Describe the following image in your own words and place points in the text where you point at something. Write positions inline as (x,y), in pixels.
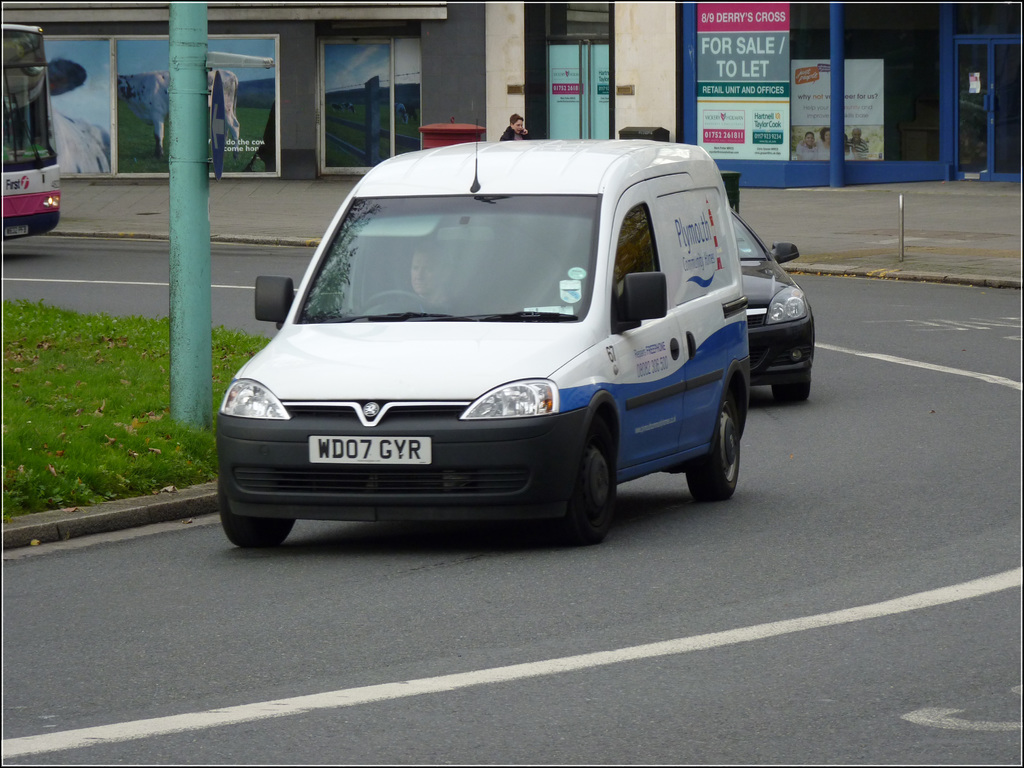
In this image I can see vehicles (600,405) on the road (460,556), grass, pole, fence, buildings (438,114), pillars (666,126), posters (720,111), boards (777,130), doors (581,126) and so on. This image is taken may be on the road (635,528).
